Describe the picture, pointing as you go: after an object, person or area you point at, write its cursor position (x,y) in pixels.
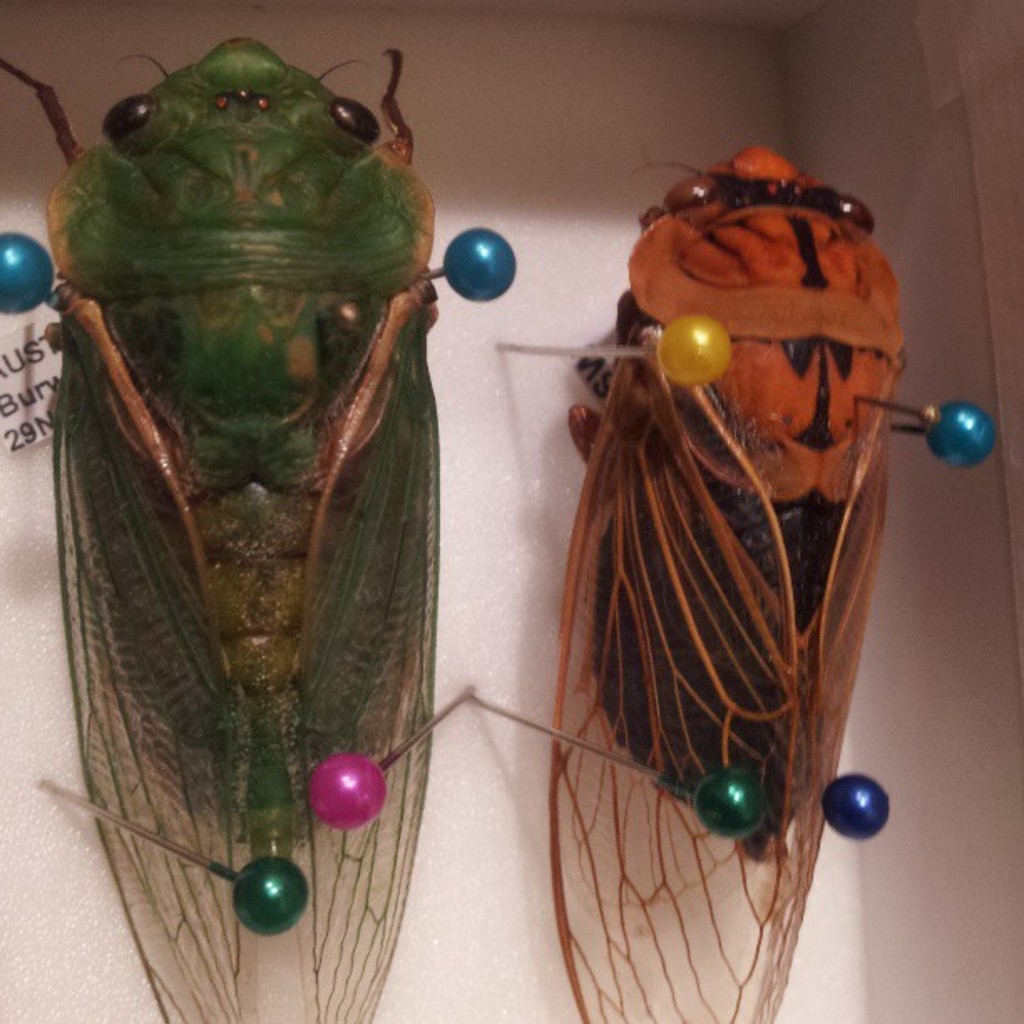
In this image we can see insects (679,460) and ball pins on the white surface (434,903).
